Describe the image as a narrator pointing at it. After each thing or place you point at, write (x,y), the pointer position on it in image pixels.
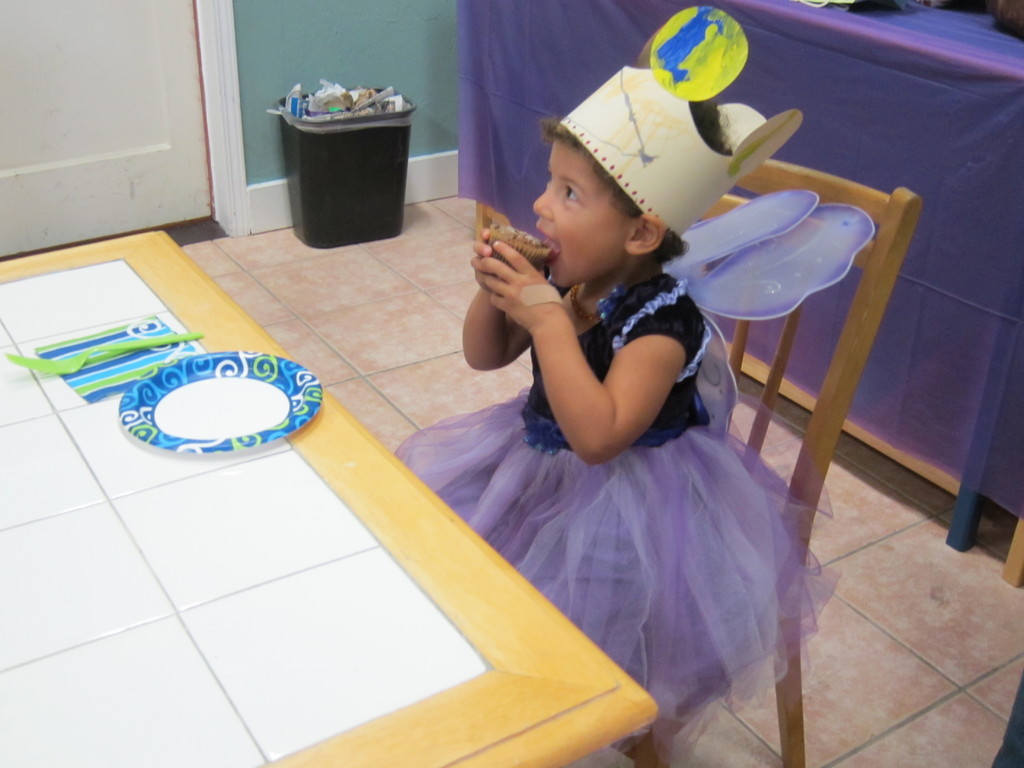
In this picture there is a girl (622,411) who is sitting on the chair (828,390). she is eating cake (526,255). There is a plate (181,398), spoon (61,373), napkin (97,383) on the table (360,490). There is a dustbin (342,146). There is a cloth (934,92) at the background (933,85).
